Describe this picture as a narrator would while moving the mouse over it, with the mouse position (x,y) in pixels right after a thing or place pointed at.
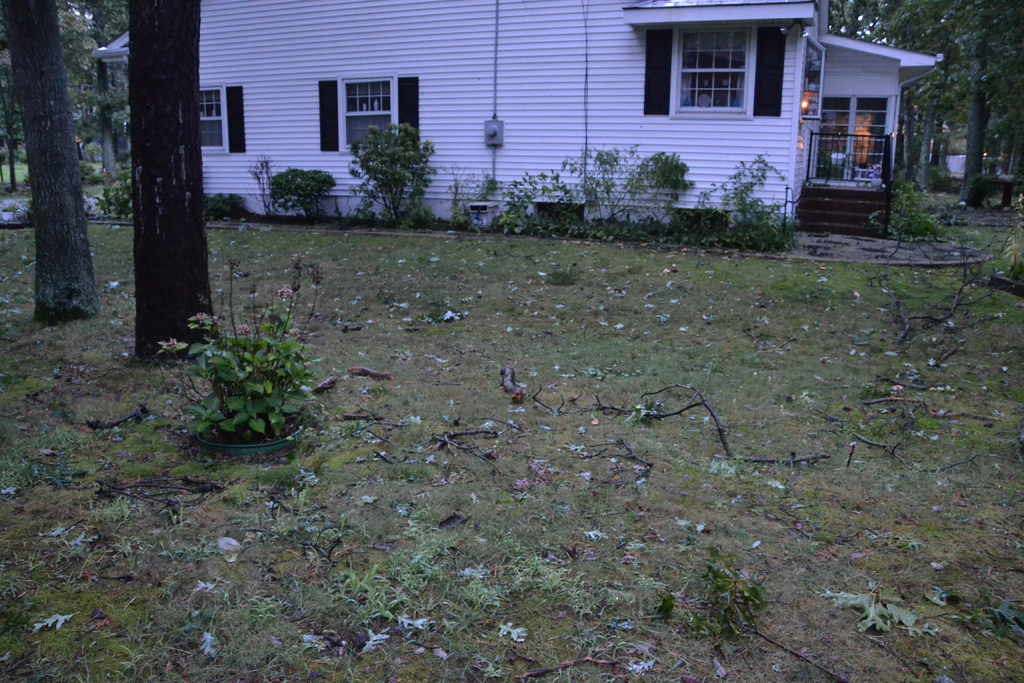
At the bottom of the image (657,532) there is ground (456,364) with grass (314,417) and also there are small plants (255,347). In the background (660,33) there is a house (607,100) with white wall (460,112), glass windows (344,104), steps (804,207), railings (854,156) and roof (890,52). At the right corner of the image (899,141) there are trees (953,63).
